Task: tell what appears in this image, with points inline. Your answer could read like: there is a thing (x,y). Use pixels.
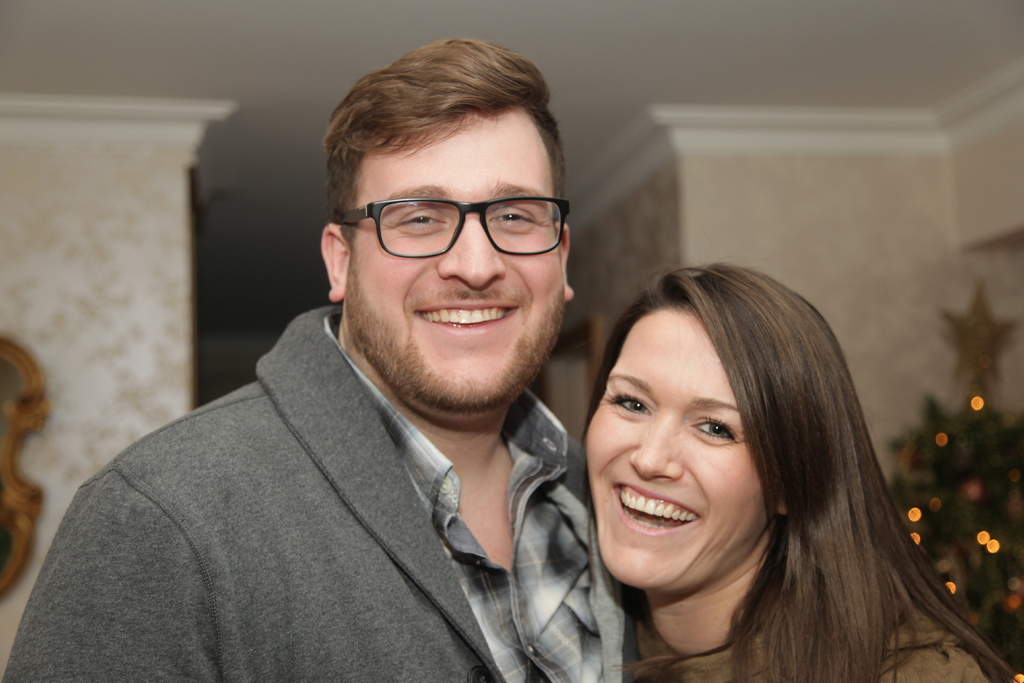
In this image on the left (246,434) there is a man (324,428), he wears a jacket (360,507), shirt (436,529), he is smiling. On the right (767,484) there is a woman (787,540), she wears a jacket (895,657), shirt (895,657), she is smiling. In the background (951,566) there are lights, mirror (17,384), plant (955,480) and wall (118,250).
